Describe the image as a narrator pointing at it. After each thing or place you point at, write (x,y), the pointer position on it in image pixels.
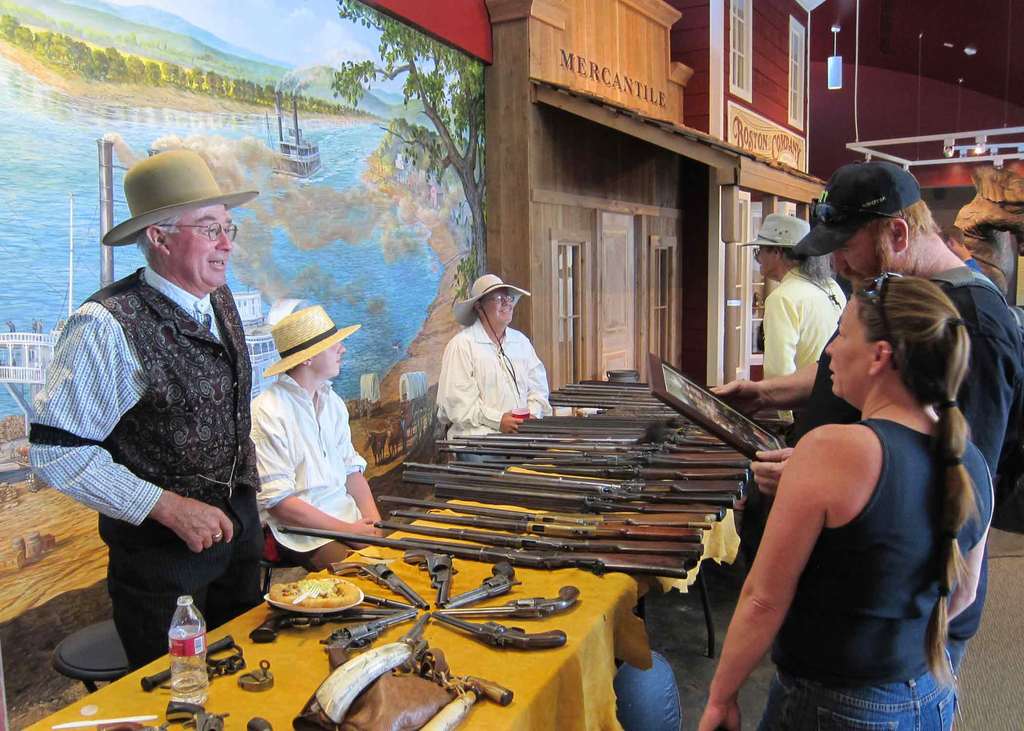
In this image we can see a few people (860,496), some of them are wearing hats (456,321), one of them is holding a photo frame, in front of them there is a table (534,678), on that there are guns (680,536), a bottle (189,645), and food item (314,580) on the plate (295,609), there are the paintings (466,224) on the wall (135,268), also we can see lights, and text (628,80) on the wall (565,76).
